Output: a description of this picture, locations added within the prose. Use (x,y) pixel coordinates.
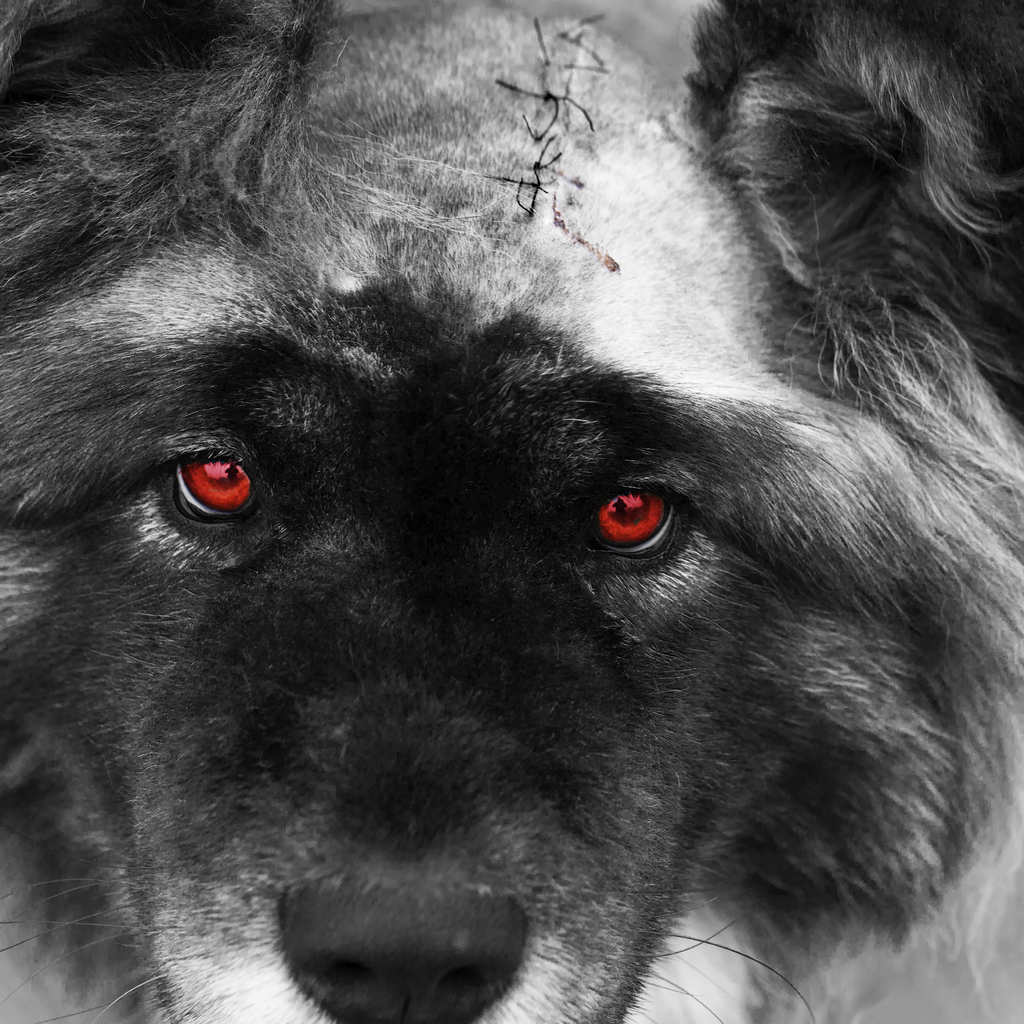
In this picture I can observe an animal (402,258). It is looking like a wolf (295,464).
